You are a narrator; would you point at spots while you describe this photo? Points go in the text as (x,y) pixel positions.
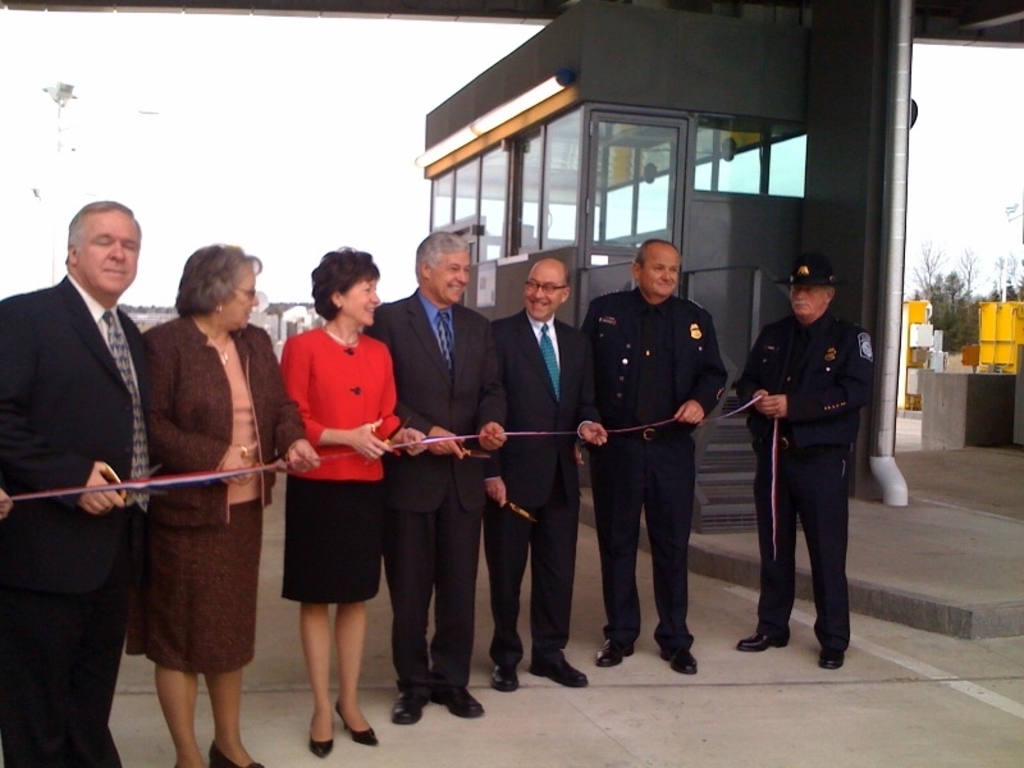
In this image there are group of persons (496,417) standing and holding ribbon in their hands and smiling. In the background (1000,335) there is a door (598,215), there are lights (504,109), there are objects (983,343) which are yellow and white in colour and there are trees (957,308).
